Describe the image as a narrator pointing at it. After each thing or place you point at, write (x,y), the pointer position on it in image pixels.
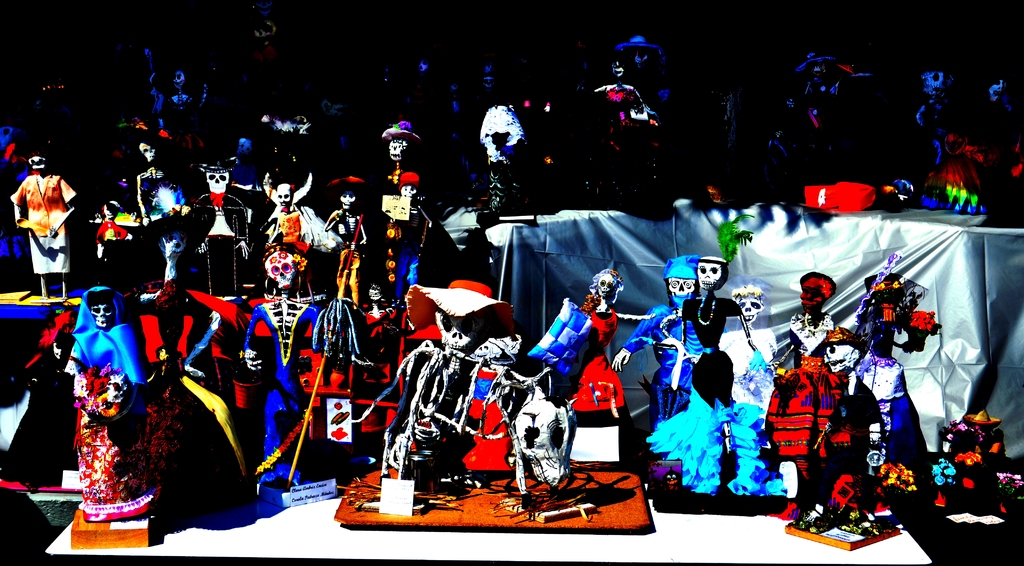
In this picture we can see the tables (523,554). On the tables (554,530) we can see the clothes (532,265), dolls (294,318) and toys (285,331). In the background (347,54) the image is dark.
